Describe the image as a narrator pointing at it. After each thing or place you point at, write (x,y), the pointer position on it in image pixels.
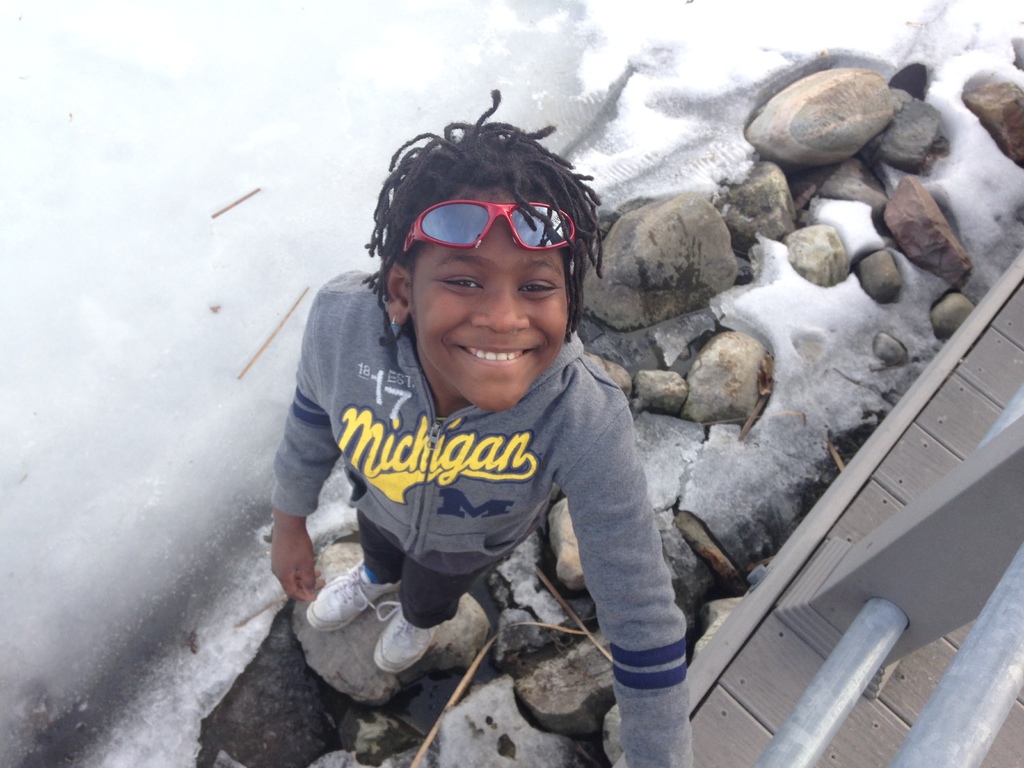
In this picture there is a boy (467,497) standing and smiling. We can see railing (1002,481), stones (776,235) and snow (718,54).
